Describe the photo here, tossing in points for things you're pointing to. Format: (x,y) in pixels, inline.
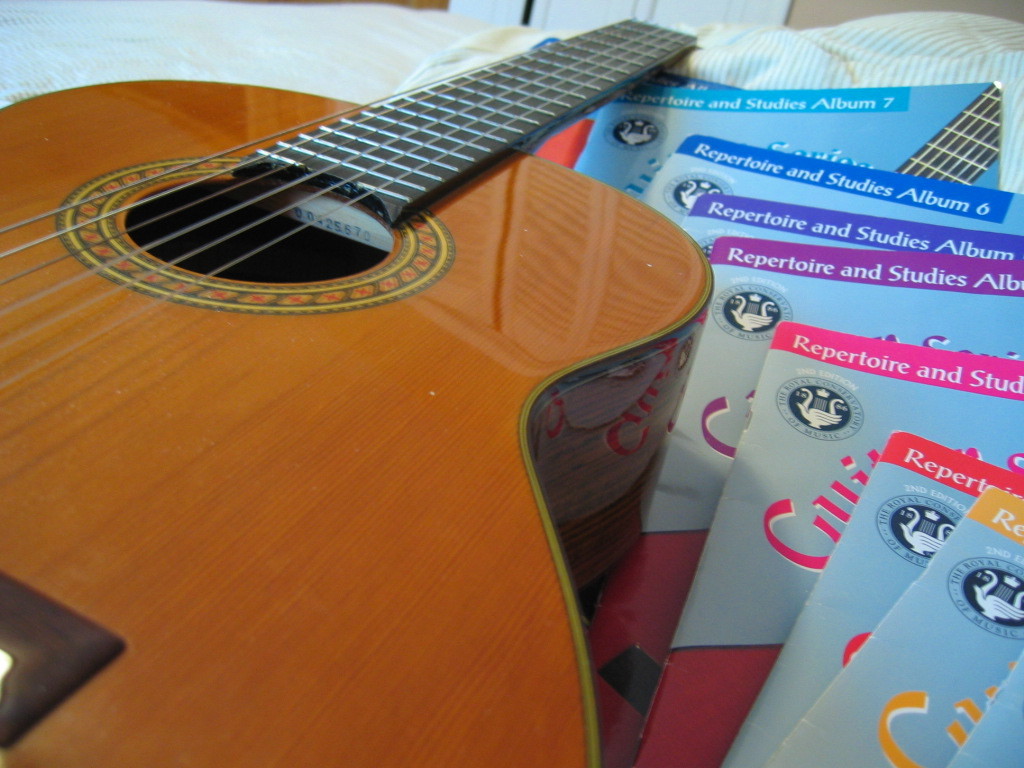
in the picture we can see a guitar (410,315) along with some books (940,230) present beside the guitar (35,580).
